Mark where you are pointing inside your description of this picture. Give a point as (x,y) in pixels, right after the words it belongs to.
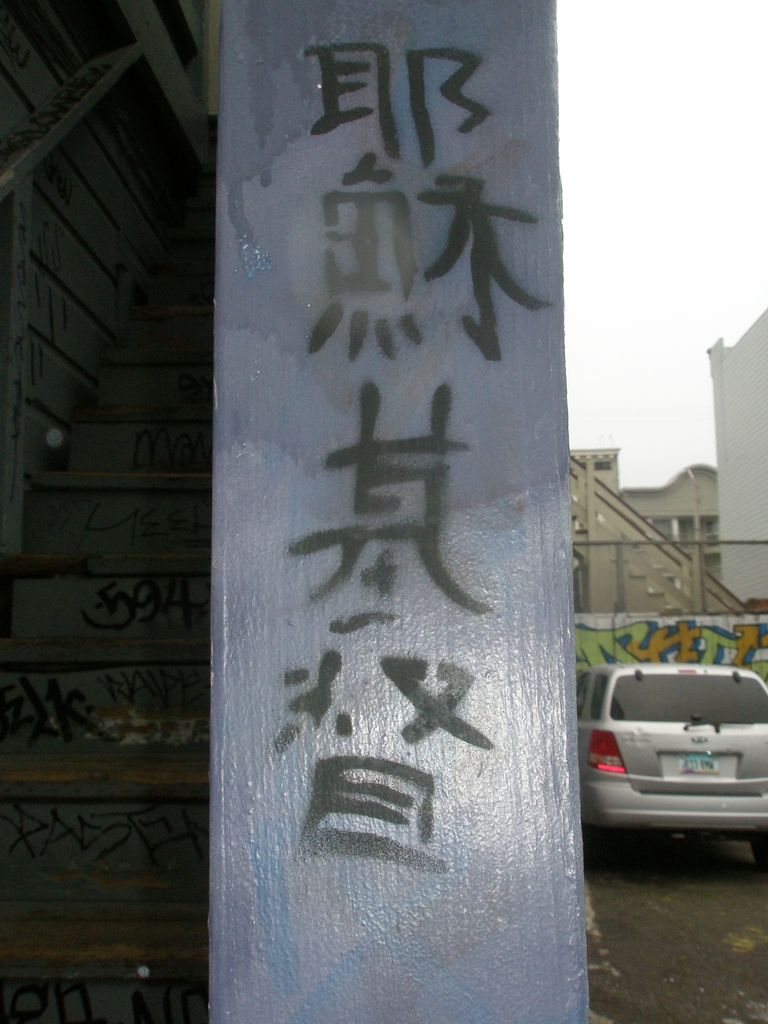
In this image in the foreground (356,799) there is a pole (335,271), here there is a car (680,702). In the background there are buildings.
